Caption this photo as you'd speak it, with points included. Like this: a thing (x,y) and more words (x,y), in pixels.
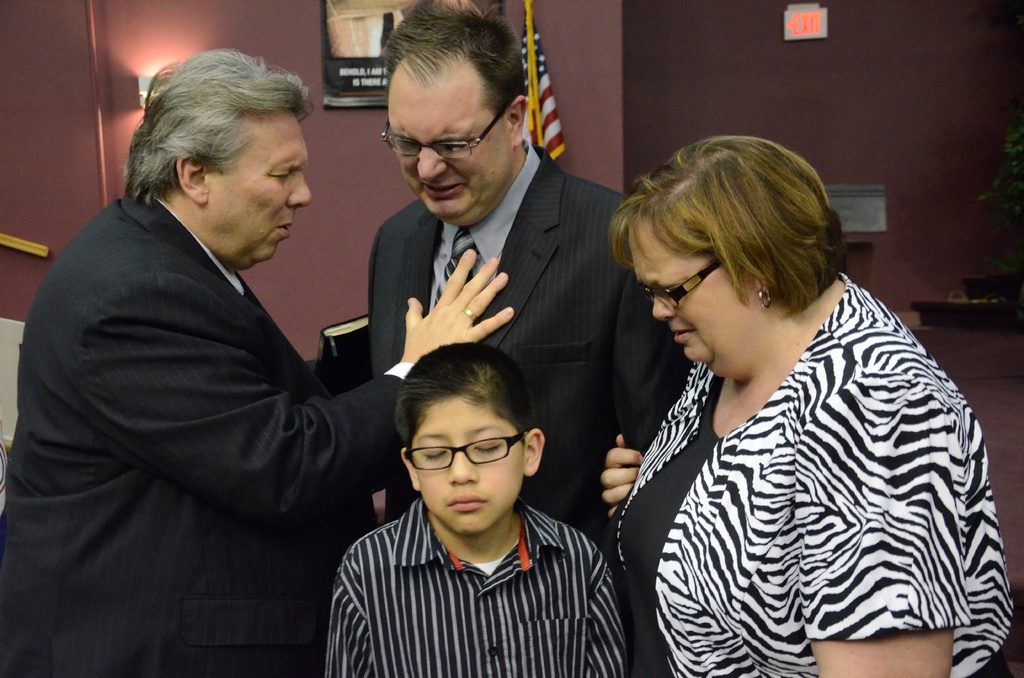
In this image I can see the group of people (300,454) with blue, black and ash color dresses (374,583). In the background (646,130) I can see the flag (529,111) and the boards (412,4) to the wall (665,116).
